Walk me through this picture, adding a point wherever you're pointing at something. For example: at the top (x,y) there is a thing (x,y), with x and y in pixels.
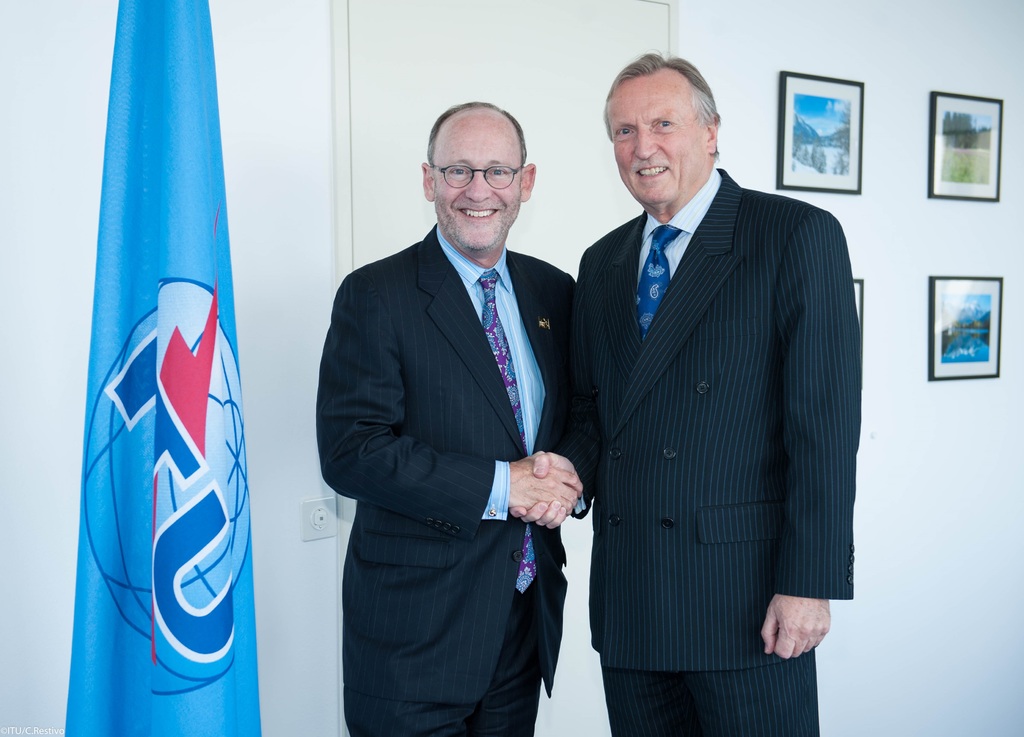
In this image we can see two people (525,473) shaking hands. In the background of the image (988,24) there is a wall (867,62). There is a door (551,18). There are photo frames (801,181). To the left side of the image (178,10) there is a flag (118,375).
